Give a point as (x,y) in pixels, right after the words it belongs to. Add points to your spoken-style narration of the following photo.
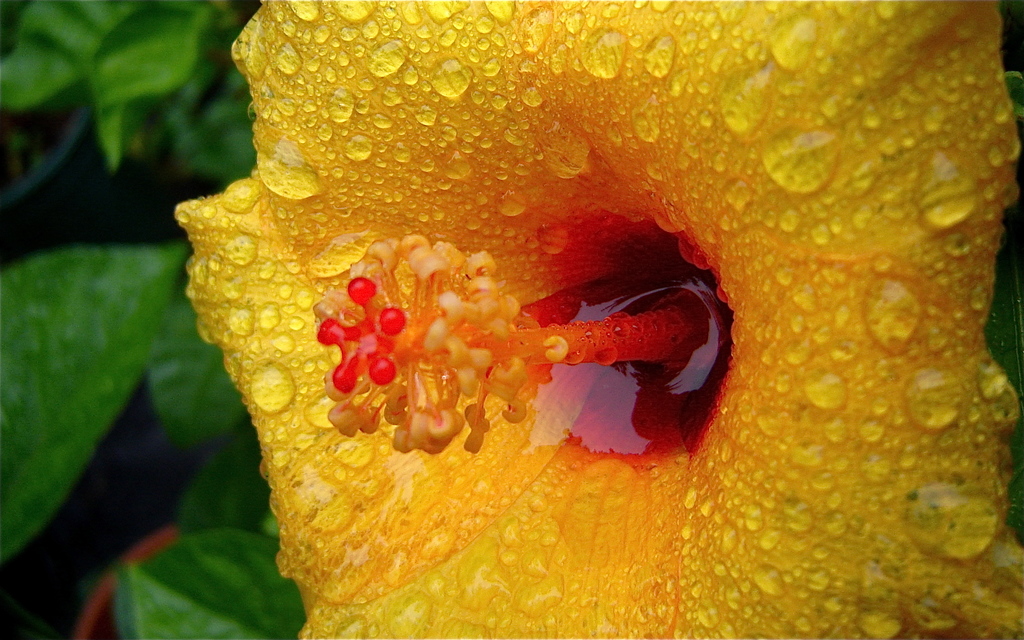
In this image I can see a flower (676,151) which is yellow and red in color and few water drops (803,141) on the flower (592,181). In the background (70,326) I can see few leaves (118,390) which are green in color.
